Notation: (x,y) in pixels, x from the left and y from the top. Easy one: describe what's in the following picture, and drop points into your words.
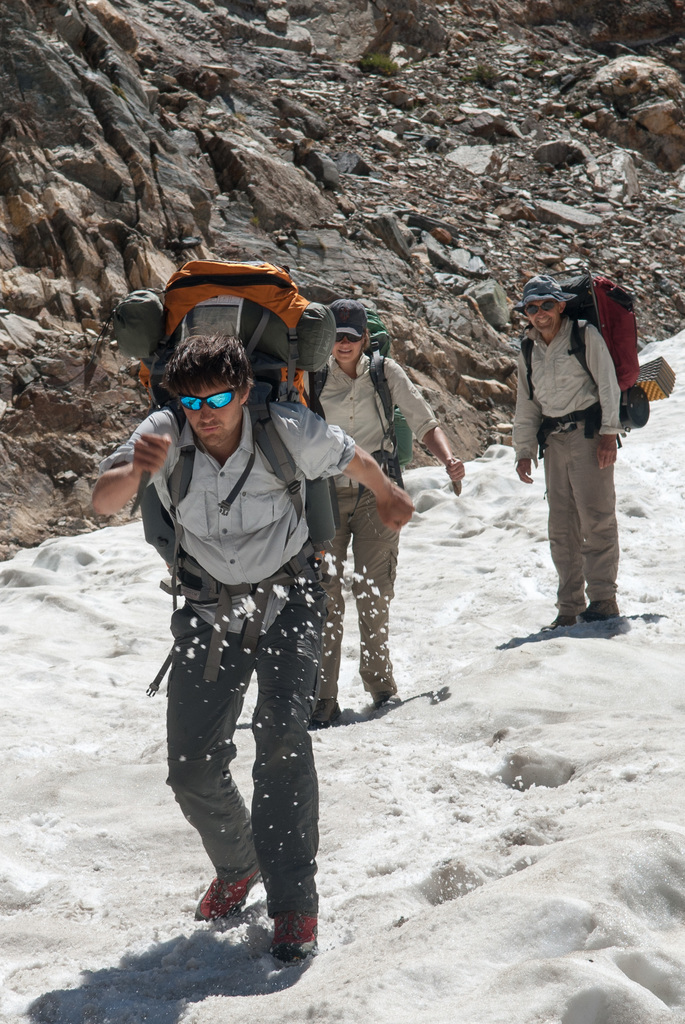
There are three people (317,417) standing. They wear backpack bags (316,333), shirts (397,371), trousers (275,698) and shoes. I think this is the snow (602,676). This looks like a mountain (203,211) with the rocks (107,117).
